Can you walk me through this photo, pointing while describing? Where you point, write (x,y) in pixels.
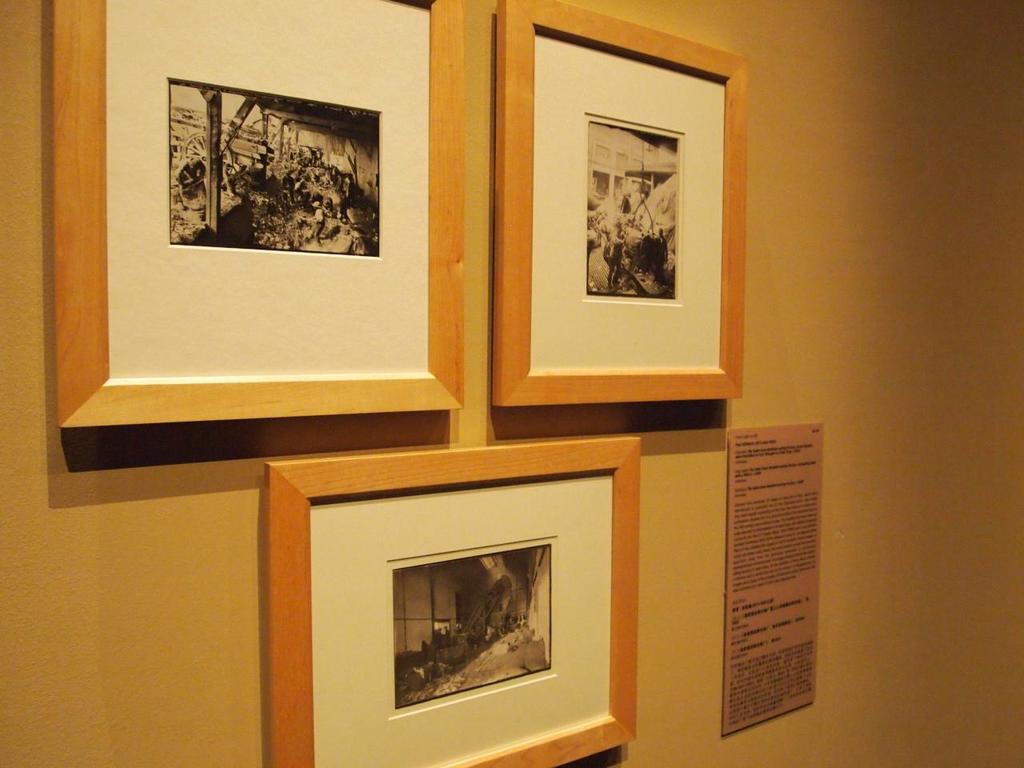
In this image there are frames (277,762) and there is a poster (741,481) on the wall (717,756) and there is text (776,573) on the poster (783,568) and there might be pictures (267,149) of shed (377,229) and buildings (497,586) on the frames (475,539). At the back (906,344) there is a wall (709,759).
